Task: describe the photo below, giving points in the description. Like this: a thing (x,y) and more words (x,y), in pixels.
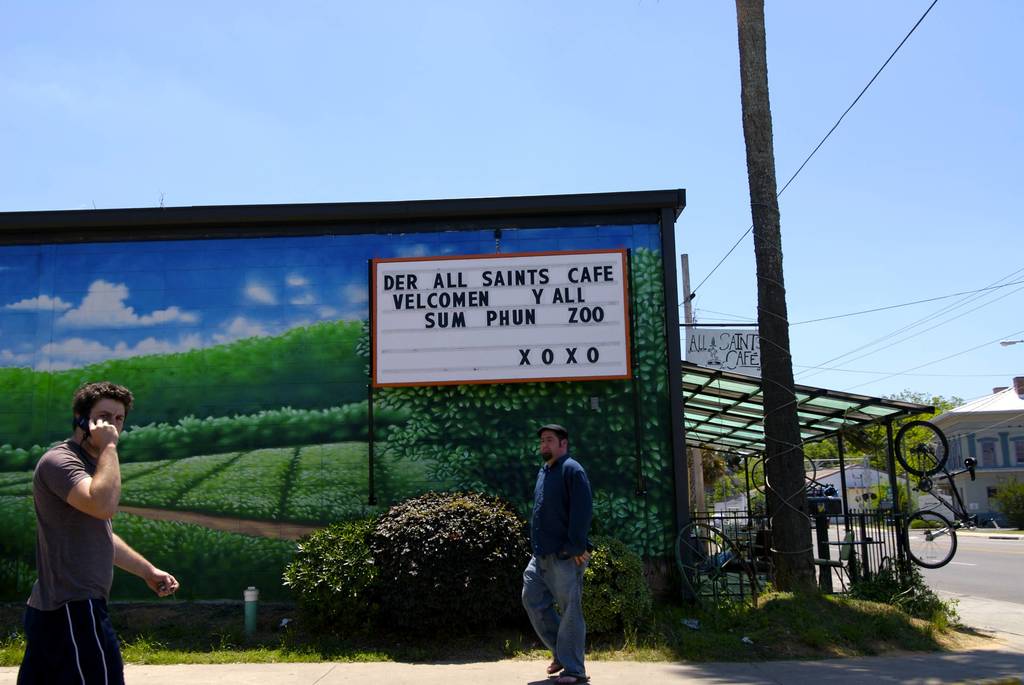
In this image I can see two persons (61,456) walking on the road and at the top (383,88) I can see the sky (530,91) and in the middle (658,277) I can see pole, power line cables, fence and bicycles (925,430), hoarding board (597,446). On the hoarding board (346,296) I can see image of greenery (523,407), text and the sky (187,287), on the right side (1000,454) I can see house (966,452) and trees (929,418).
